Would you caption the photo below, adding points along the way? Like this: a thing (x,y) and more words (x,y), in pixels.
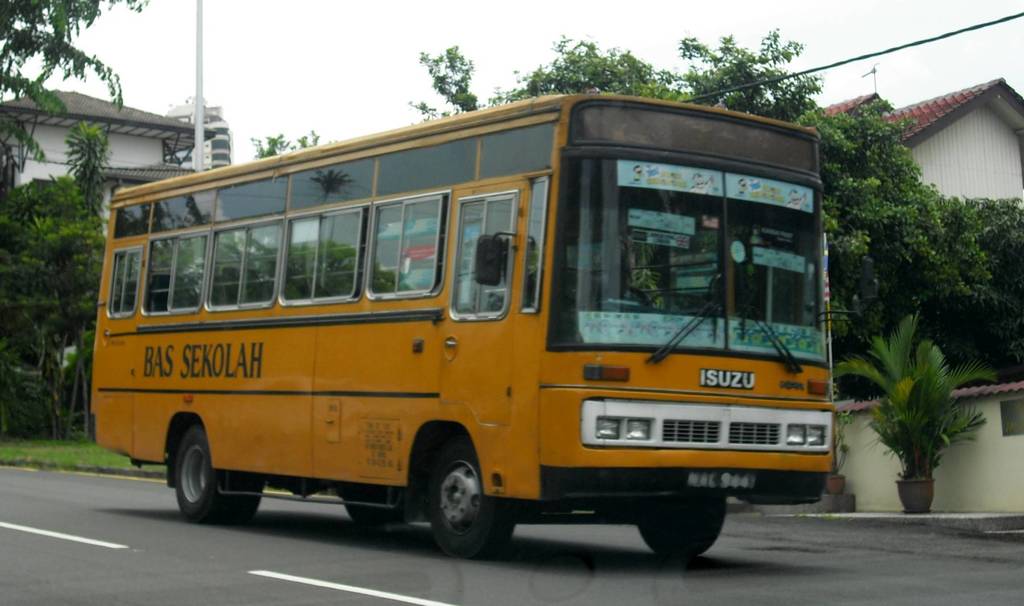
In this picture we can see vehicle (704,421), plants (86,252), trees (978,203), buildings (185,149), pole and sky (424,75). Vehicle (396,252) is on the road (52,520).
